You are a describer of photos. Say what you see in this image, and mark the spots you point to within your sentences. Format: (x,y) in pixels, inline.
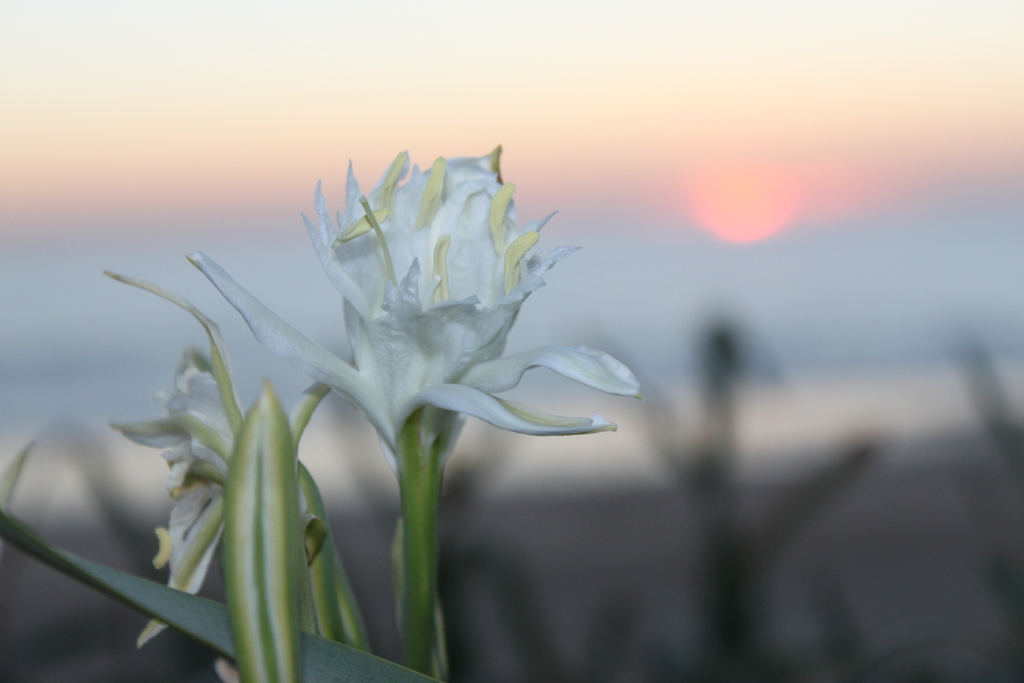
In the center of the image (462,254) there is a flower (477,174). In the background of the image (777,182) there is sun (775,197).
